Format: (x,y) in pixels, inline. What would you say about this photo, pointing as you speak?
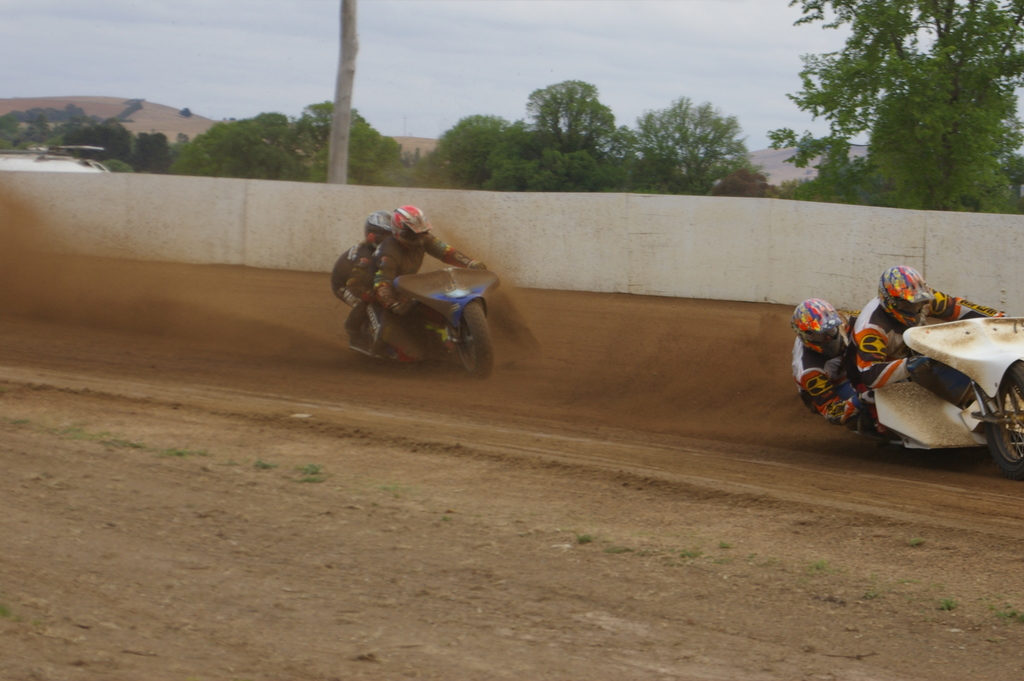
In this image, we can see persons (376,257) wearing helmets (897,281) and riding bikes (941,337) beside the wall (593,246). There are some trees (563,151) and sky (474,26) at the top of the image (599,68).
